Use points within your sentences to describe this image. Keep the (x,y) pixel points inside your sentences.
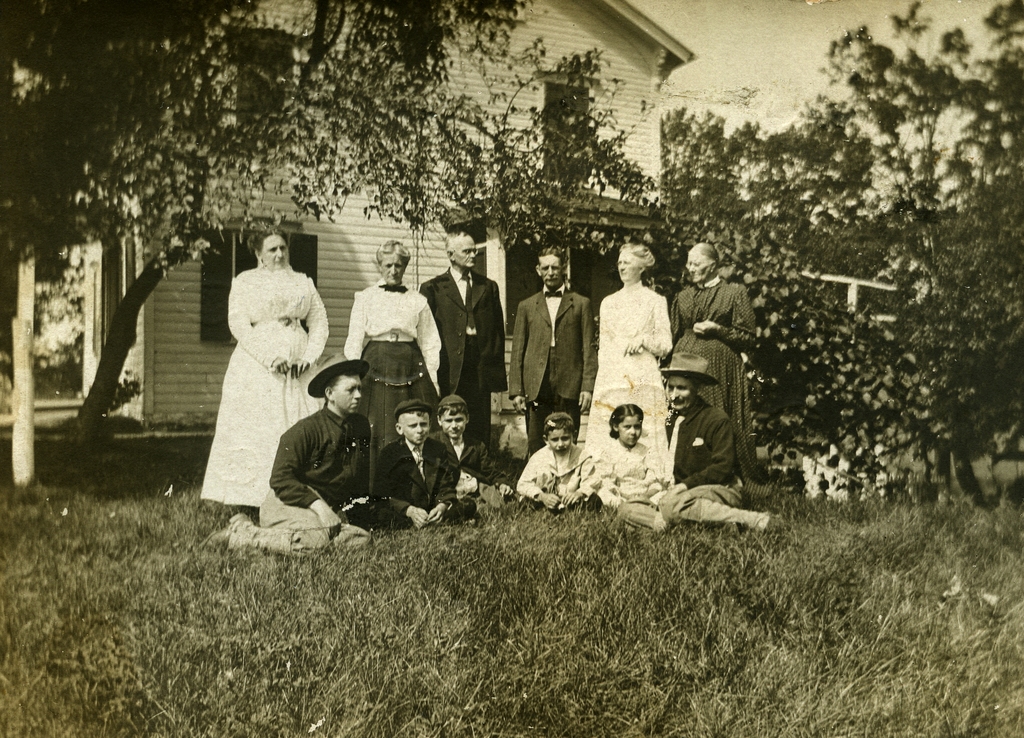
In this picture we can see some people (319,323) standing here, there are some people (610,472) sitting here, at the bottom (785,646) there is grass (785,646), in the background (528,138) there is a building (485,105), we can see trees (705,208) here.
